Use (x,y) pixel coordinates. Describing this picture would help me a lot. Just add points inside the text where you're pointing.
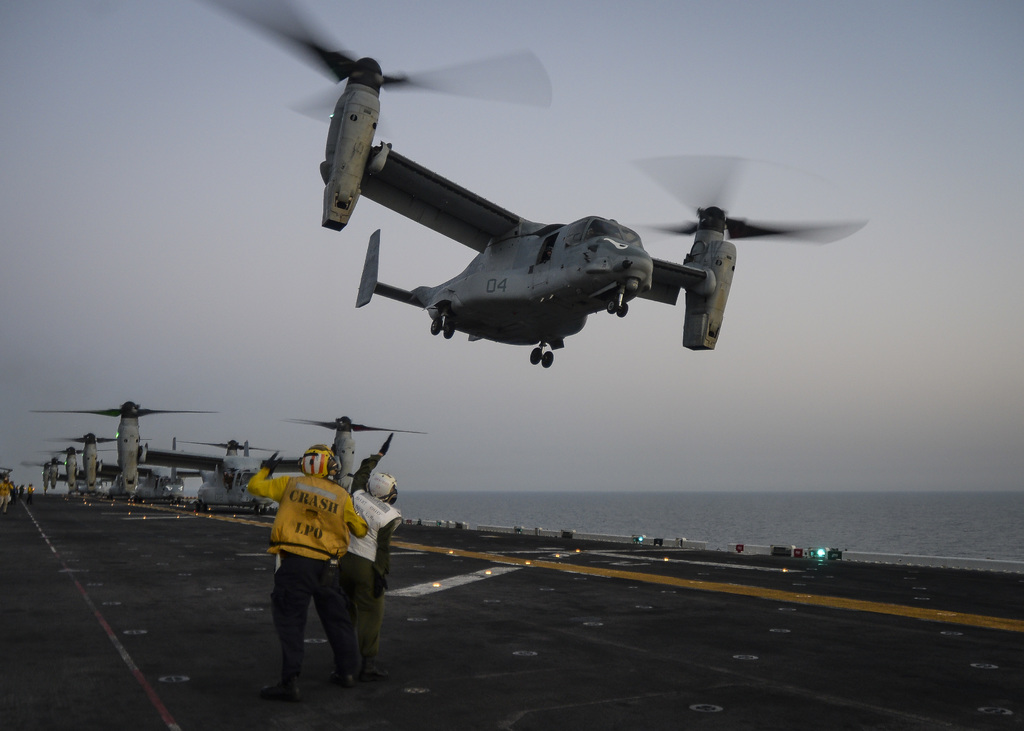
In this image, we can see an aircraft (575,255) in the air (439,349). Here we can see two people (363,580) are standing on the deck (474,684). Background (1008,522) we can see the sea (953,528) and sky (362,338).
